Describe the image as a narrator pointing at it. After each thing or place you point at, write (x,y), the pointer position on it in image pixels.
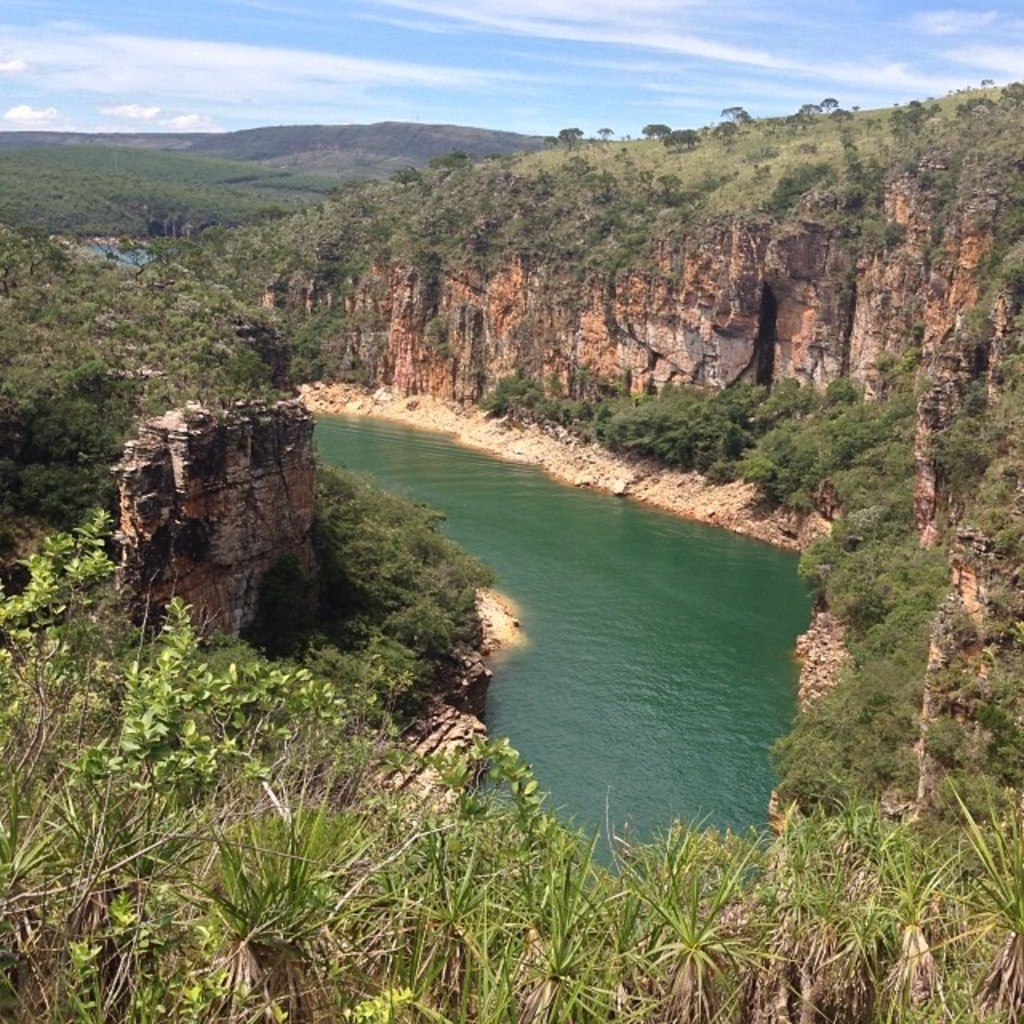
In the picture we can see the water surface (682,664) around it, we can see the hills (779,829) covered with grass (566,168) and plants (155,185). In the background (288,157), we can see the hills (207,176) and the sky (107,22) with clouds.
